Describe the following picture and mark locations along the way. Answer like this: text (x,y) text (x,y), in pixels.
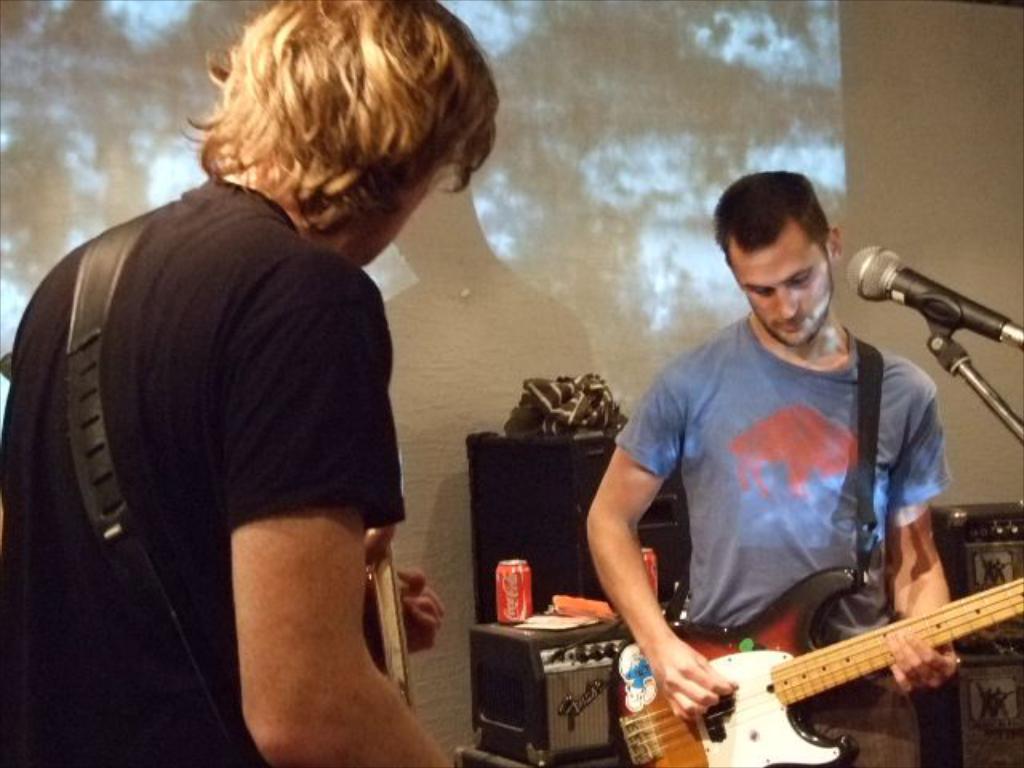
In this image on the right side (757,340) there is one man (759,237) who is standing and playing guitar (857,584) in front of him there is one mike (898,287). On the left side (231,234) there is one man (160,397) who is playing a guitar (392,598) and on the background (575,108) there is a wall (230,28) and in the bottom (571,708) there are some speakers (553,513) and two coke containers (518,578) and some papers (571,622) are there.
